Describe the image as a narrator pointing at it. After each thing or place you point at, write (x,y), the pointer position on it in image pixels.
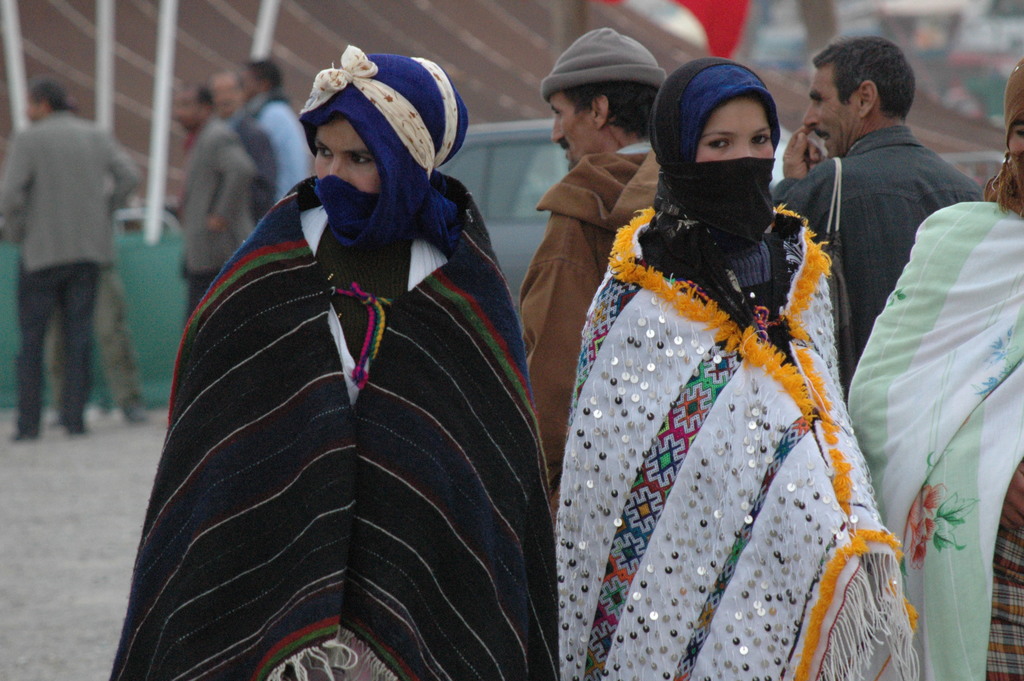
In this image I can see the group of people (443,302) with different color dresses (571,281). To the side of these people (562,196) I can see the vehicle (540,184) and there is a blurred background (686,23).
